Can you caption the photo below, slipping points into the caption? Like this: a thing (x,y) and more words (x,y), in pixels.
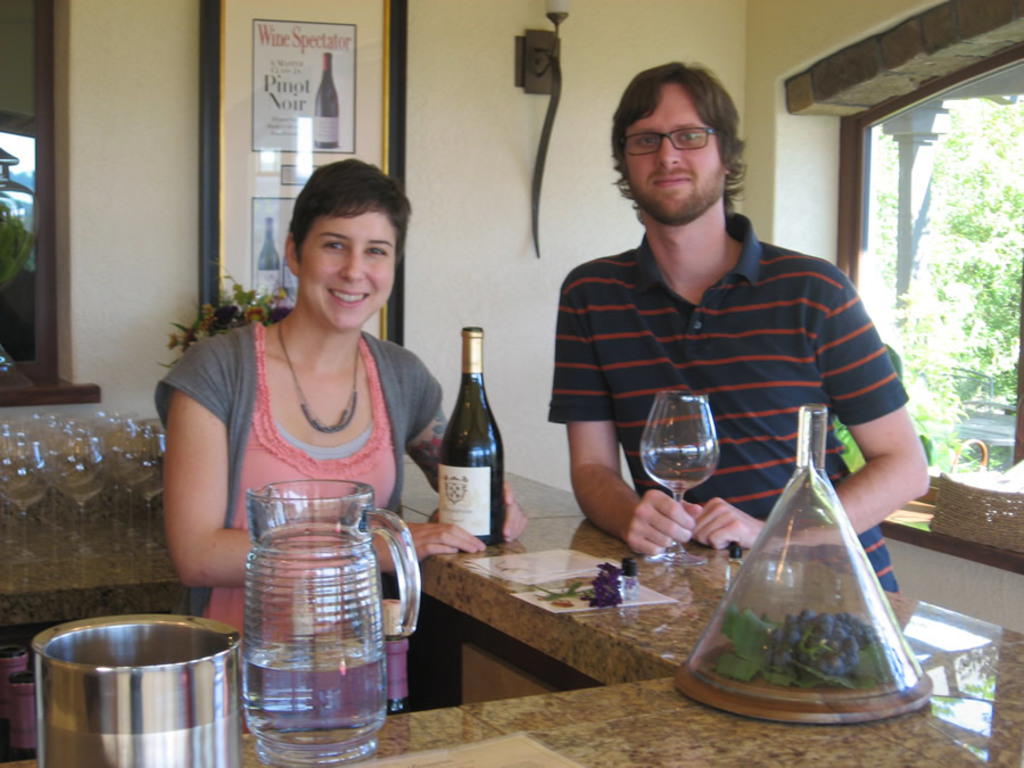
As we can see in the image there is a wall (481,144), photo frame (403,44), window (882,184), two people (231,394) standing over here and counter (438,748). On counter (628,711) there are glasses (156,434), bottle (483,428), bowl (161,765) and outside the window (933,367) there are trees (974,277).
